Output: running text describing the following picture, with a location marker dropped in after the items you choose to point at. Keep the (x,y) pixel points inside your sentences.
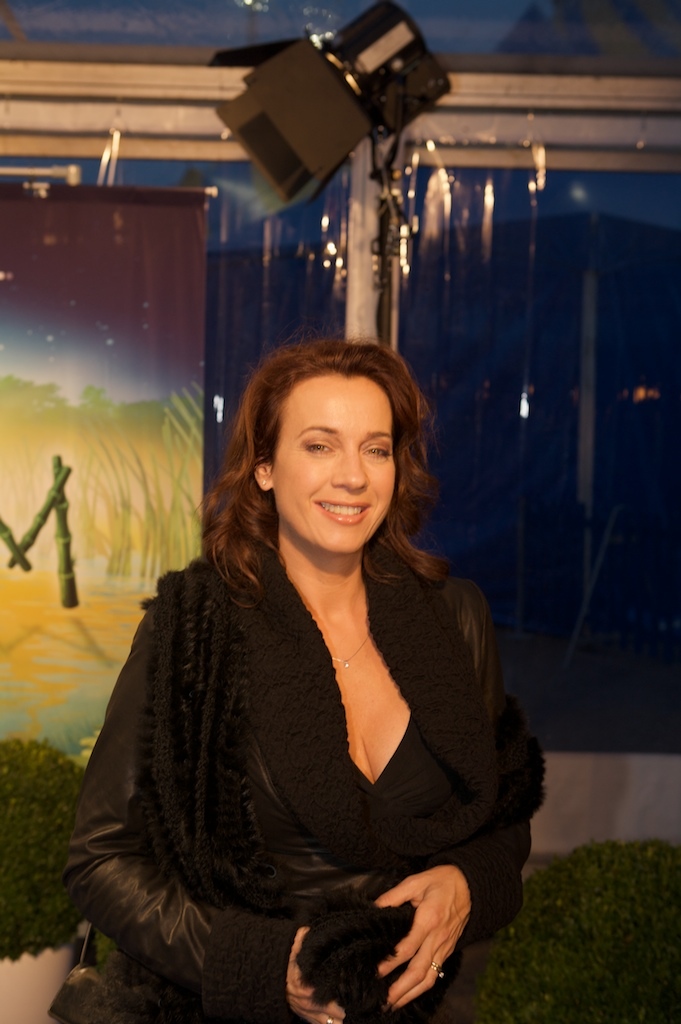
In the image we can see a woman (352,697) standing, wearing clothes (341,787), finger ring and she is smiling. Behind her we can see the poster (101,350), window (562,660) and the grass (618,971).
